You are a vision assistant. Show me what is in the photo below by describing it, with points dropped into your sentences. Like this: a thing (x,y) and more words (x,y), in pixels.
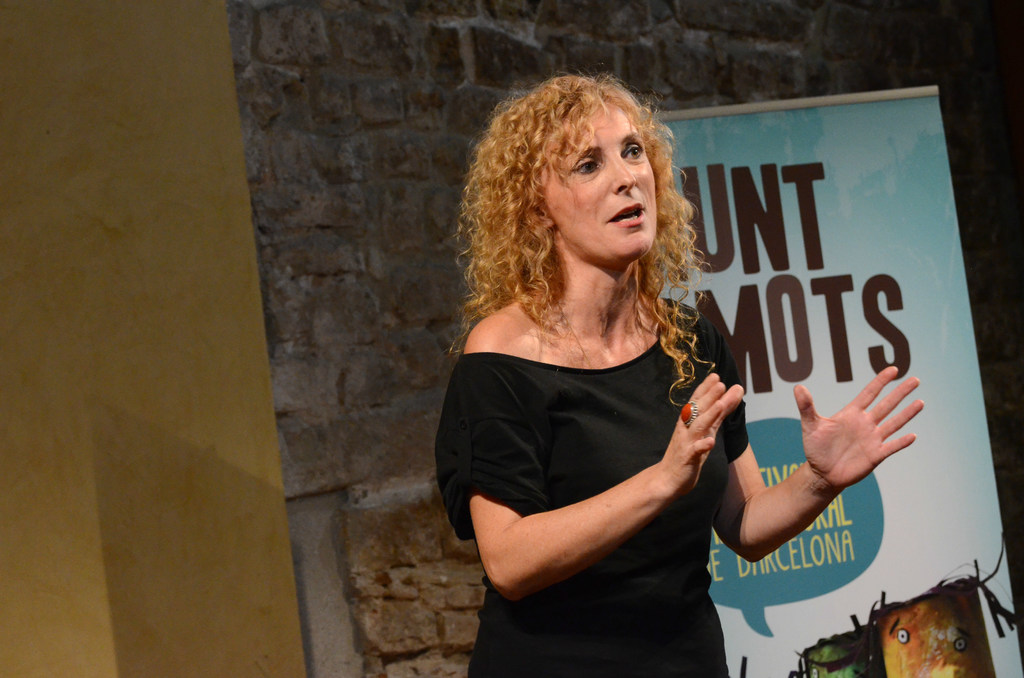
In this image we can see a person (607,472) standing and talking. In the background (779,566), we can see the banner (855,488) with text (871,348) and image (882,641) near the wall (383,284).
